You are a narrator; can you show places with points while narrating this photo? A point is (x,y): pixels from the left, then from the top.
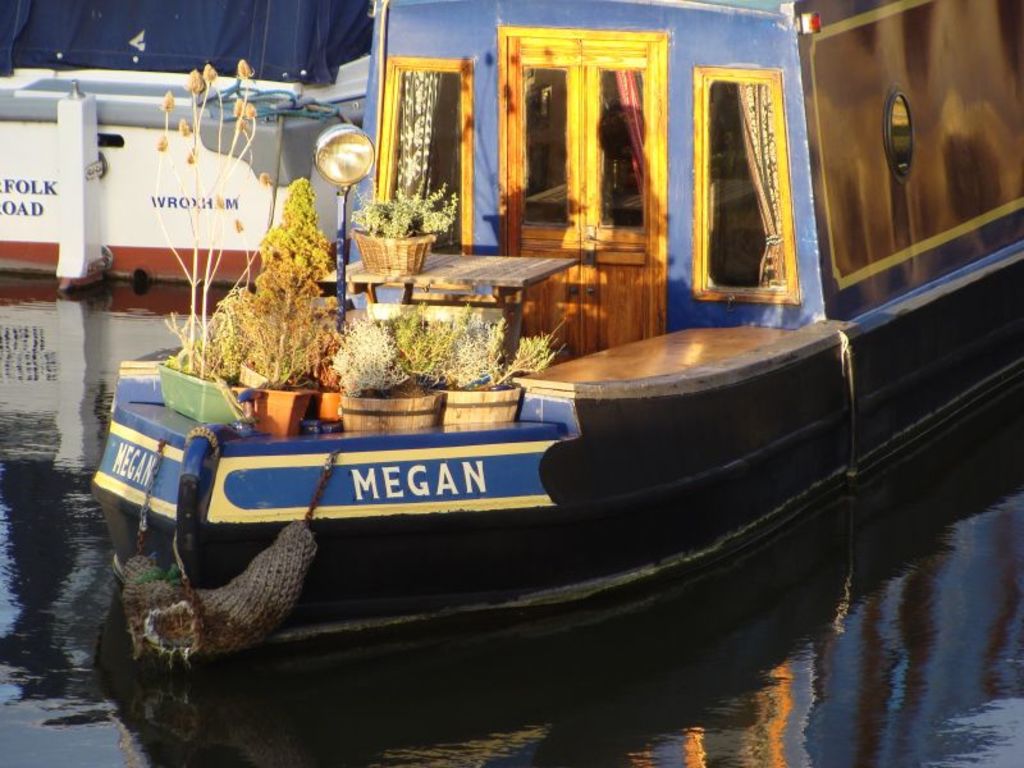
In this image, we can see a ship (417,444) with some objects (332,385) like flower pots (349,328), tables (453,300) and a pole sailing on the water (392,699). We can also see a white colored object (255,132).
